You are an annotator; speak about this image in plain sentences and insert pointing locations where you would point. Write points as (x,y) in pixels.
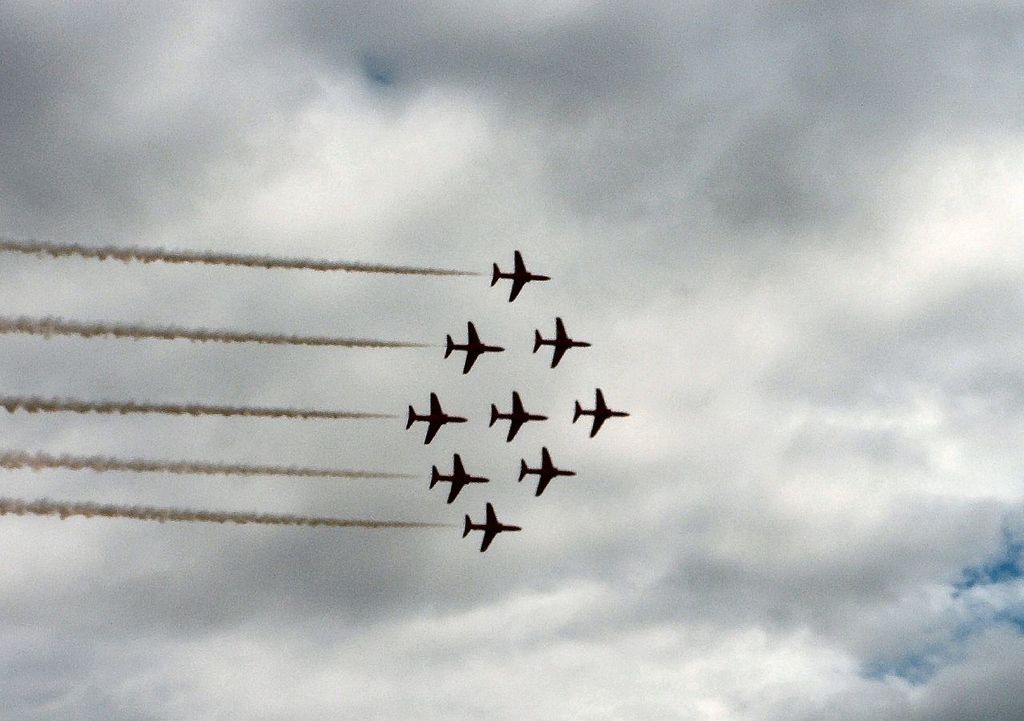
In this image, we can see planes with smoke (431,524) in the sky (677,180).
